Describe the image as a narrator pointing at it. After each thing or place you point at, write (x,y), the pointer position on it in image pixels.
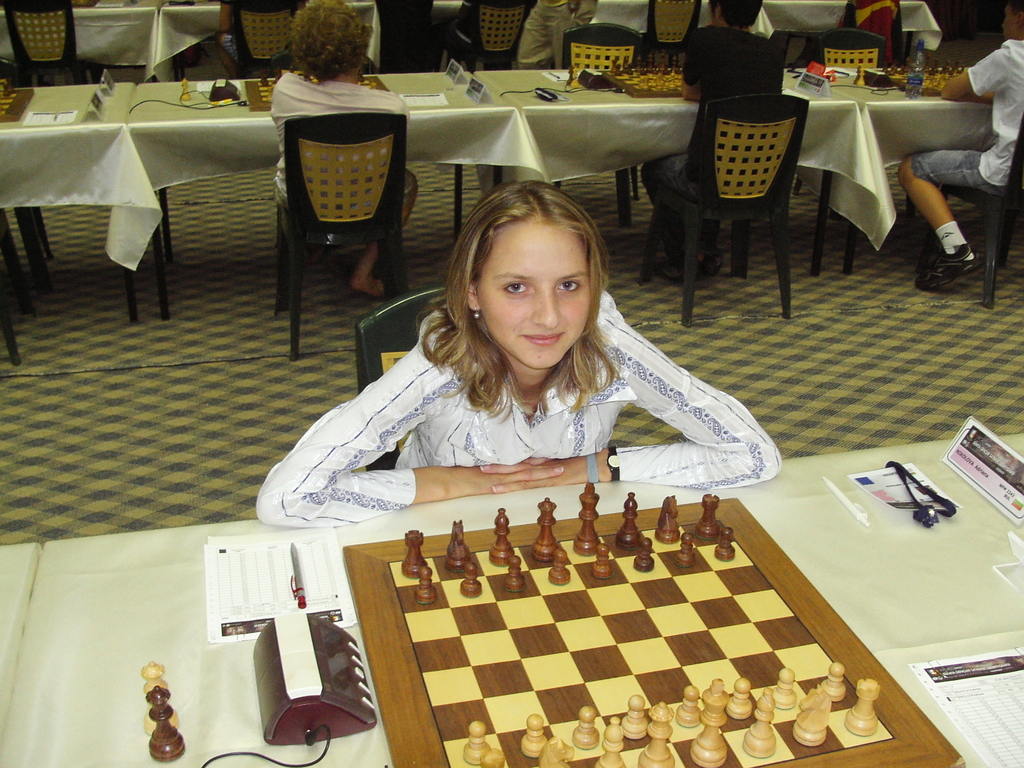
This is a picture taken in a room (647,334), there are a group of people (491,277) sitting on a chair (772,180) in front of the people (368,96) there are tables (166,131) the tables (136,131) is covered with a cloth (79,580). This people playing the chess game (591,651) on the table (198,671) there is a chess board (531,648), paper (284,591), pen (297,570) and identity card (908,498) and the floor (142,415) is covered with a mat (176,415).
